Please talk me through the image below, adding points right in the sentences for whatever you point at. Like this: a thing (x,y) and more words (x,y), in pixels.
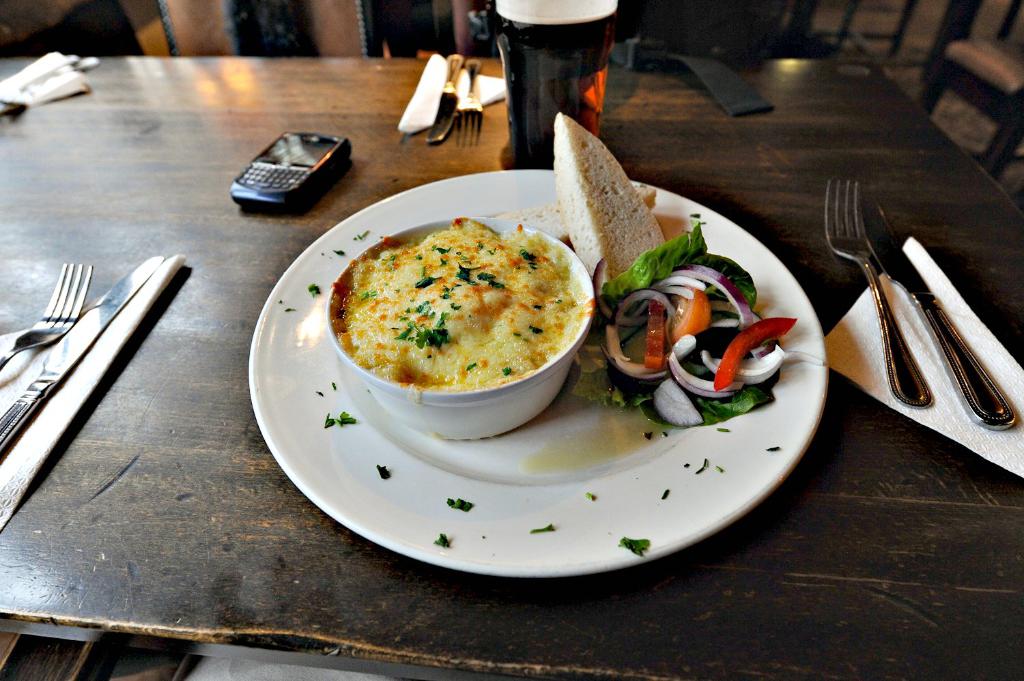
In this picture we can see a mobile (288,148), forks (65,293), knives (439,112), tissue papers (412,98), glass (513,84) with drink (583,93) in it, plate (662,221) with a bowl (456,312), food items (532,338) on it and these all are placed on the table (276,117) and in the background (679,16) we can see a bag (679,16) and some objects (122,19).
